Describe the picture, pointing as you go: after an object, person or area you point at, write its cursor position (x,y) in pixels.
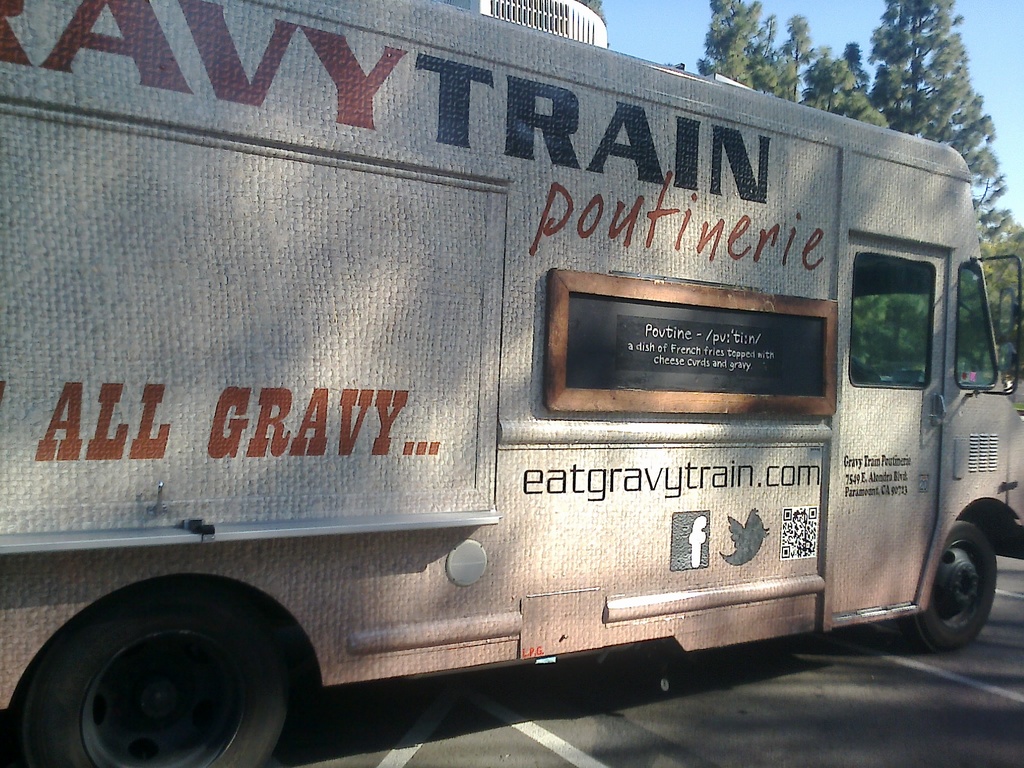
In this image, we can see a vehicle (691,508) is placed on the road (752,744). Here we can see few white lines (409,741). Background (993,209) there are few trees (949,105) and sky (645,8) we can see.
